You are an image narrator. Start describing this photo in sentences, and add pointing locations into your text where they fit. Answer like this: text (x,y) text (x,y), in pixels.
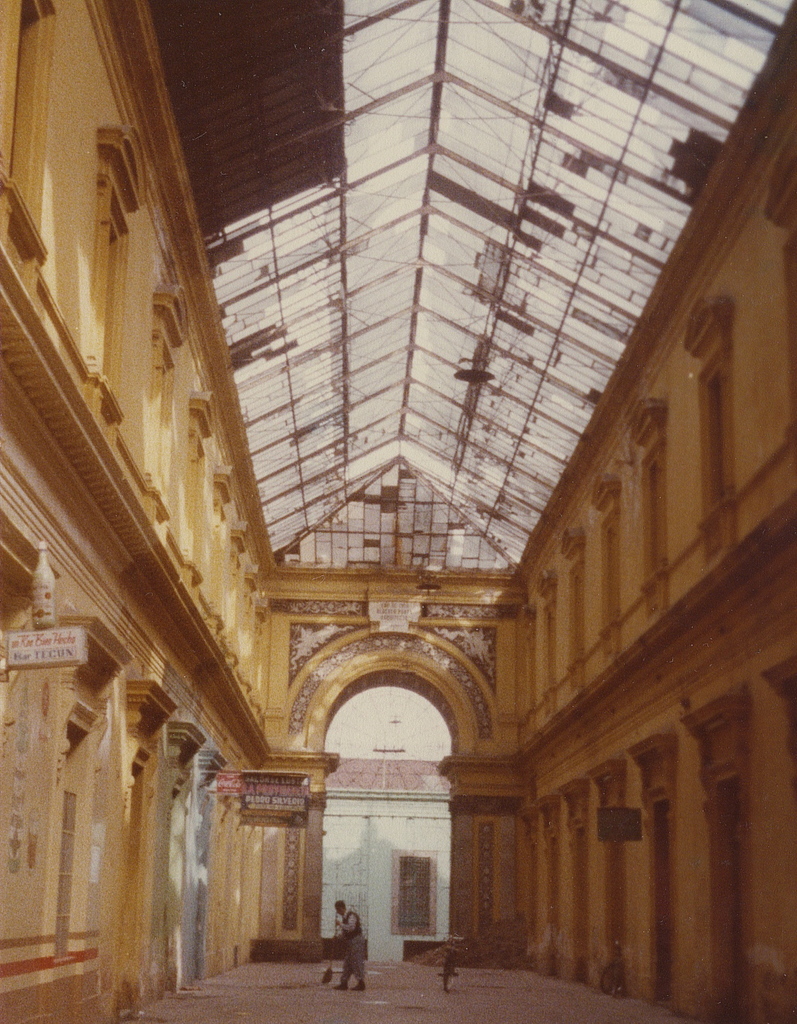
In this image I can see inside view of a building (452,411). In the background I can see a person (343,918) is standing and beside him I can see a bicycle (450,972). On the left side of this image (15,657) I can see a white board (44,667) and on it I can see something is written.
